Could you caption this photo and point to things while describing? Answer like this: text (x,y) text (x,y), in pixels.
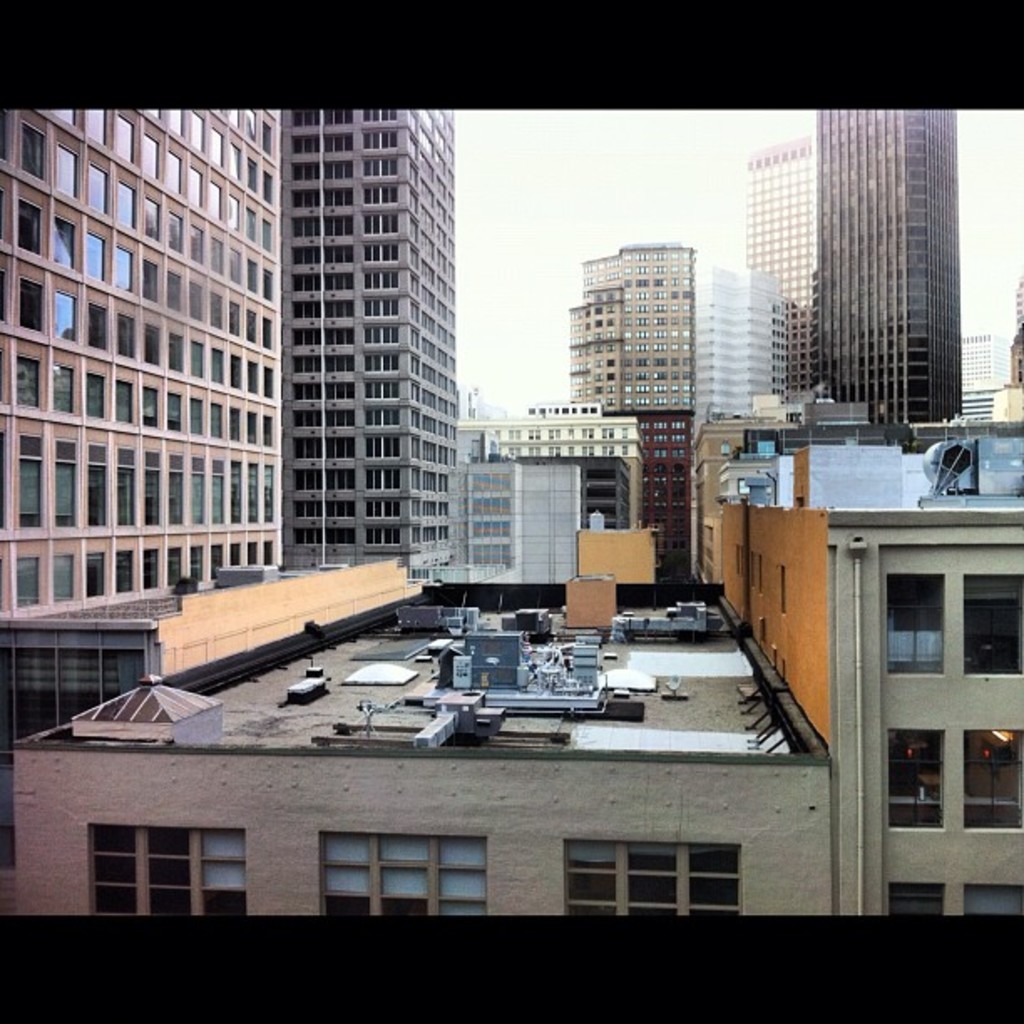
We can see there are some buildings (608,438) in the middle of this image (520,493), and there is a sky (591,188) at the top of this image (609,209).
